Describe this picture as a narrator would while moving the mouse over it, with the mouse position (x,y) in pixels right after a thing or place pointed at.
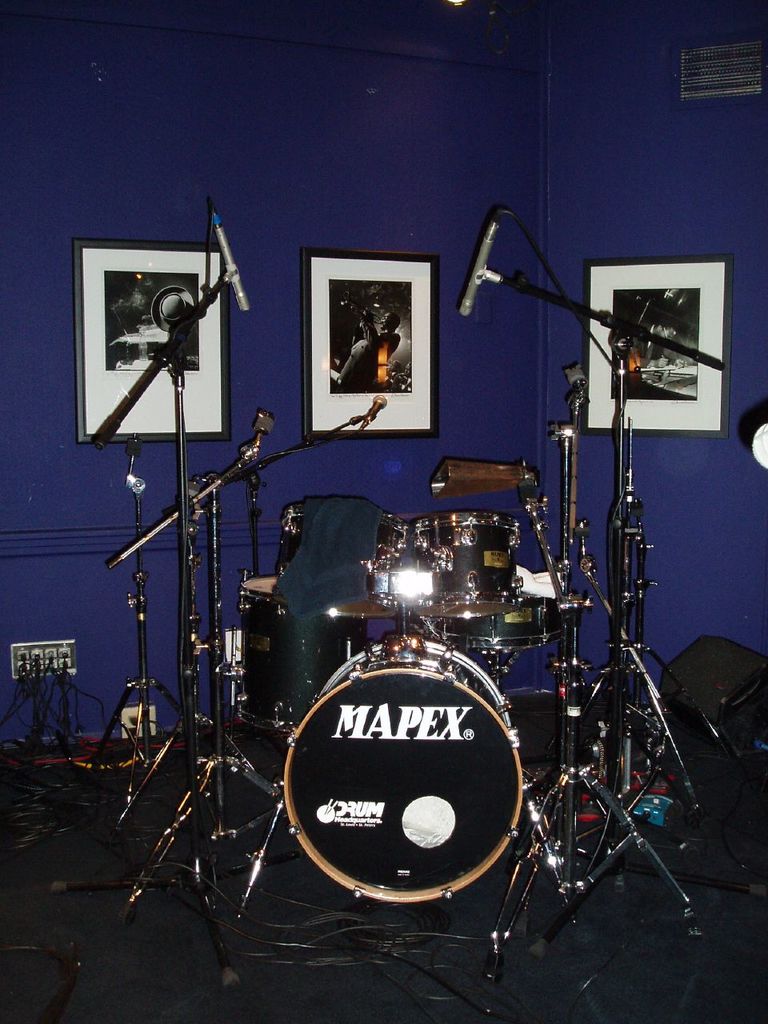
This image consists of a band setup (498,750) along with the mics (619,604). In the background (361,333), there are three frames (680,313) hanged on the wall (758,336). The wall (36,268) is in blue color. At the bottom (270,986), there is a floor (380,985).
